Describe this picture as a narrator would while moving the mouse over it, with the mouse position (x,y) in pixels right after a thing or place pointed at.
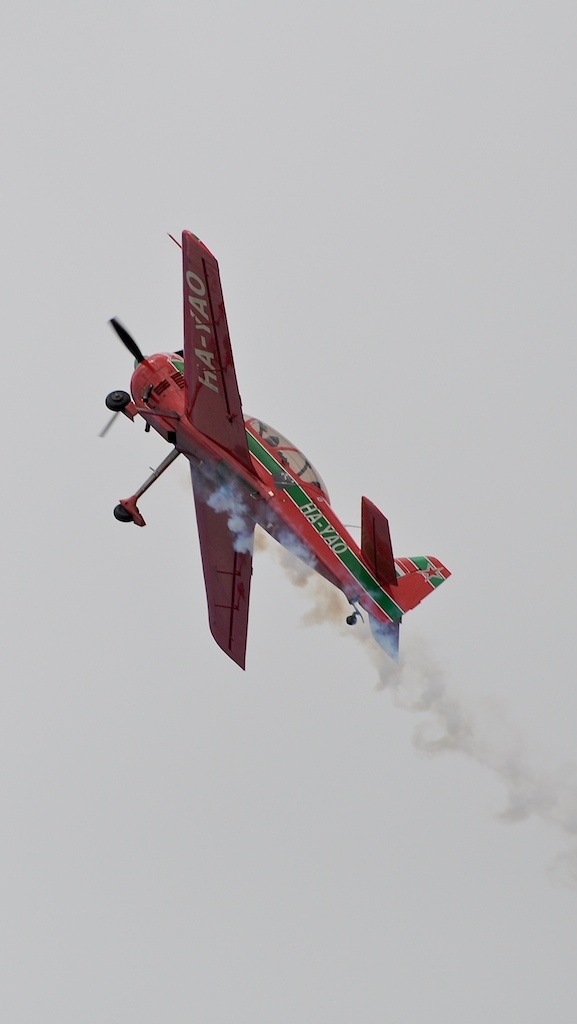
There is a plane (286,482) presenting in this picture. In the background (170,447), there is a sky (368,74).
